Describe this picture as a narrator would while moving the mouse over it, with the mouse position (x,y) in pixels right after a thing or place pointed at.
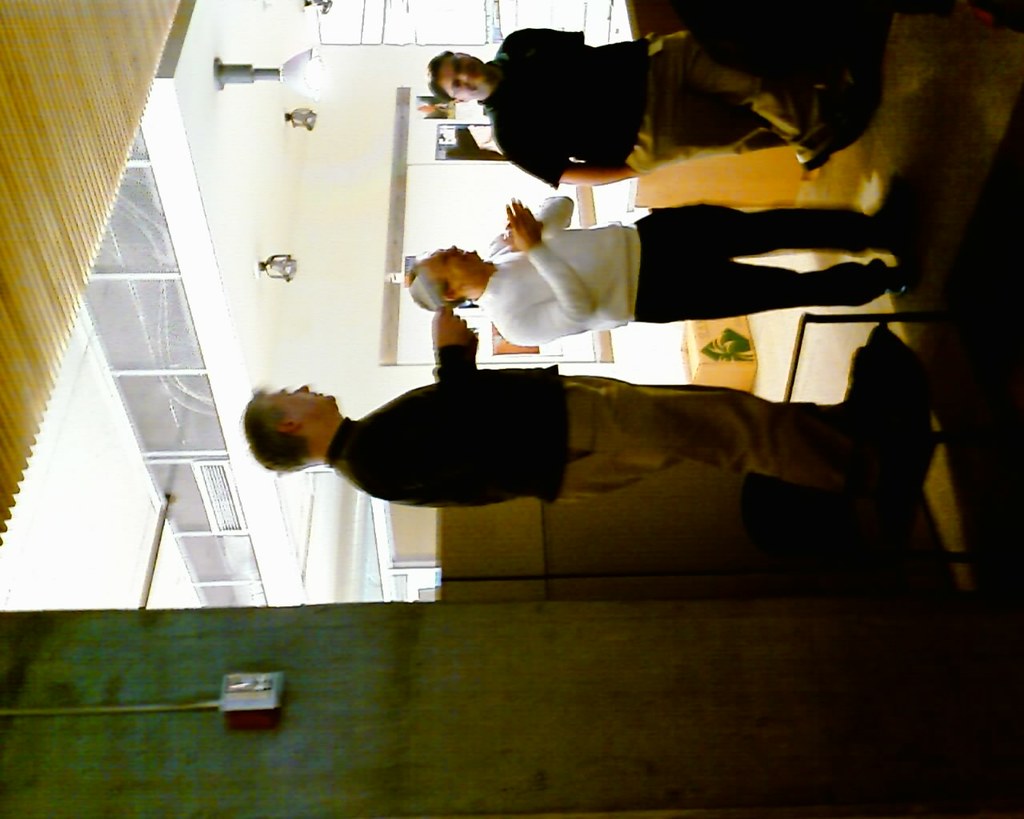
This image is taken indoors. At the bottom of the image (412,718) there is a wall (470,705). On the right side of the image (944,327) there is a floor (950,394). In the middle of the image (467,445) three men (560,319) are standing on the floor (967,392). In the background (389,217) there is a wall (333,495) with a door (415,170) and there are a few things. On the left side of the image (157,350) there is a ceiling (136,487) with a few lights (299,119).
